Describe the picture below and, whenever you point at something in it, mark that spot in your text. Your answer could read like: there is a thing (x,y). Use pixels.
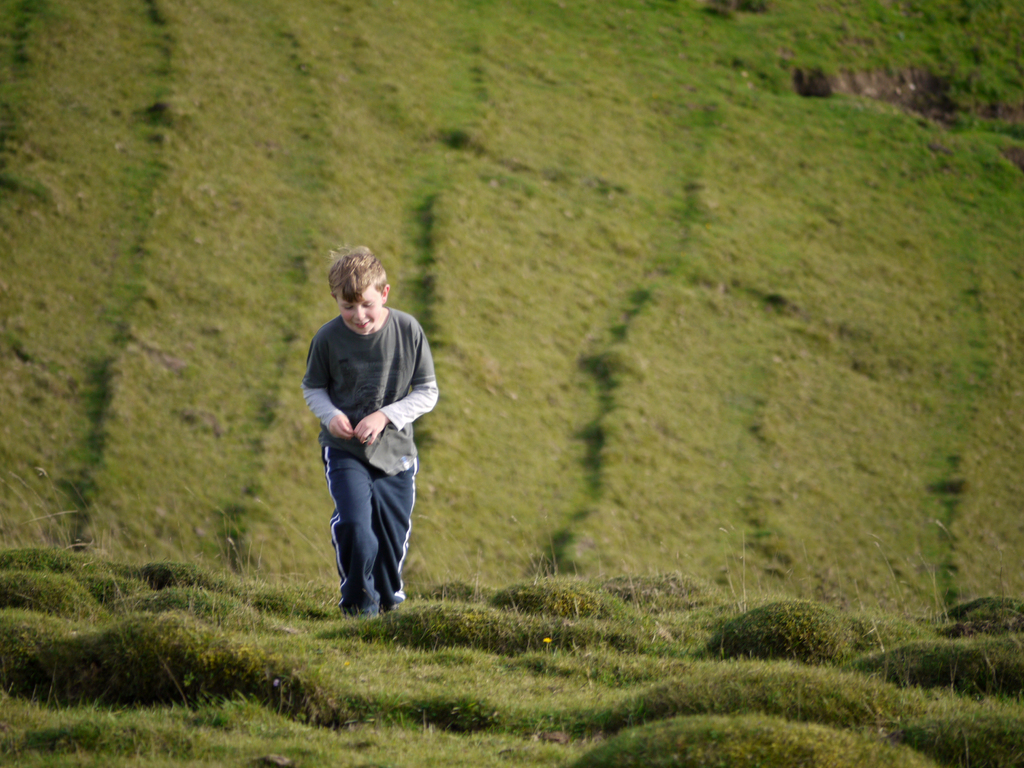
In this image there is a green grass (226,620) at the bottom (656,744). There is a person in the foreground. And there is a green grass (757,51) in the background (343,51).
